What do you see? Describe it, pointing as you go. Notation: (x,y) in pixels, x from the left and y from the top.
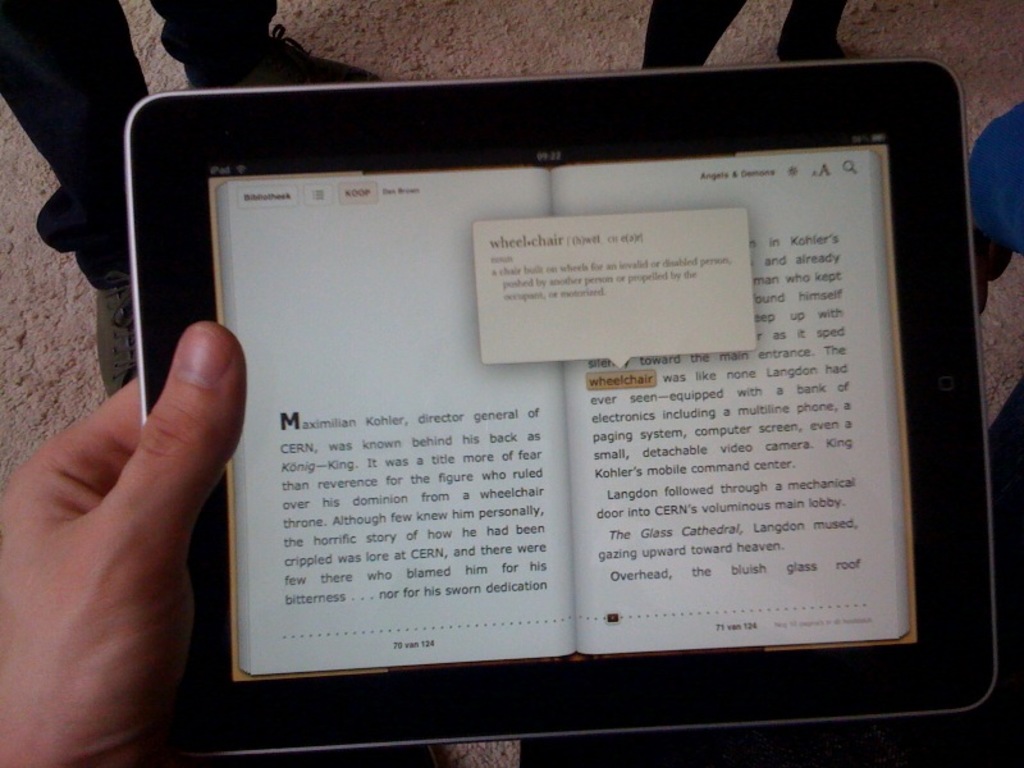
In this picture I can observe a tablet (401,365). In the screen (488,493) there is a book (333,506). I can observe some text (477,484) in the screen (617,484). In the background (43,140) there are some people (60,129) standing.
